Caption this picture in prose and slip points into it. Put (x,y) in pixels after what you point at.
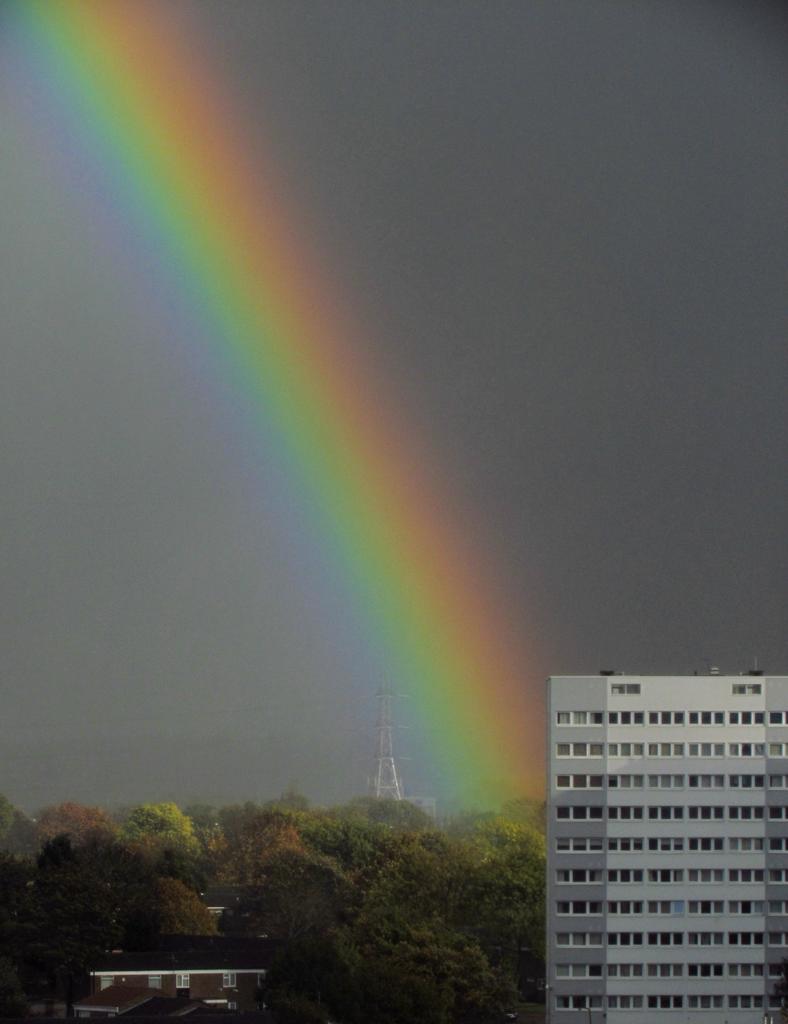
In this picture we can see buildings (638,828), tower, trees (405,859), rainbow (369,556) and sky (139,702).
